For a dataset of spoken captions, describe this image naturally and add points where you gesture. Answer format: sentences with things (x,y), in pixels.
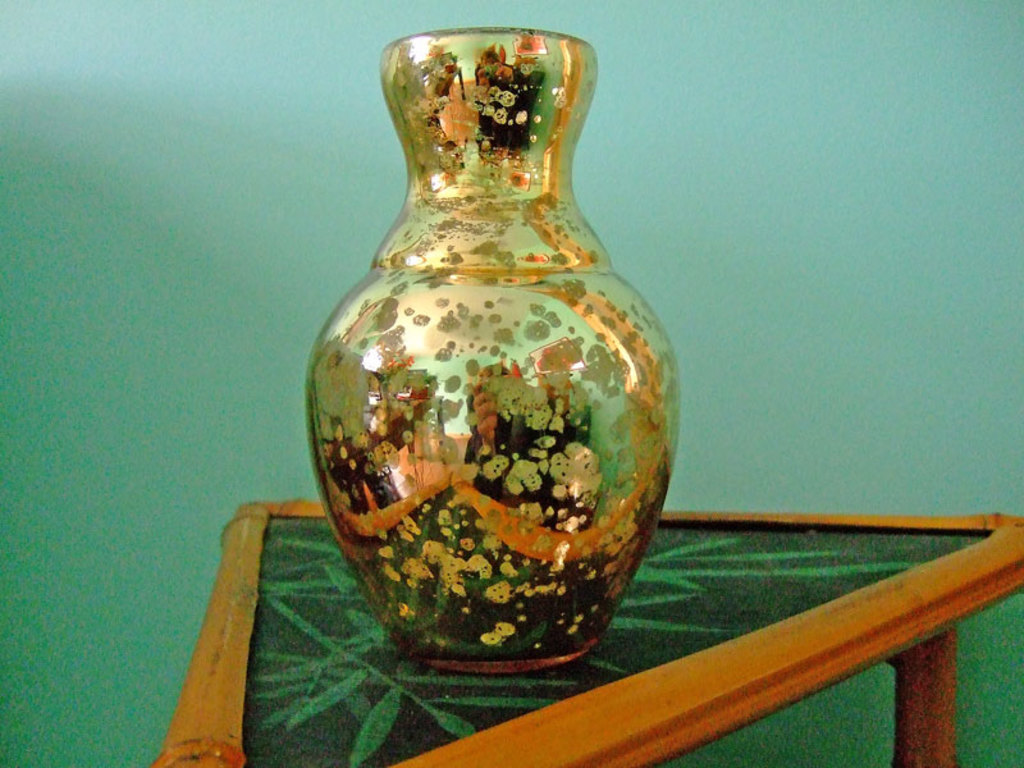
In this picture we can see a vase (562,419) on a table (1021,566) and in the background (700,472) we can see the wall (604,225).
